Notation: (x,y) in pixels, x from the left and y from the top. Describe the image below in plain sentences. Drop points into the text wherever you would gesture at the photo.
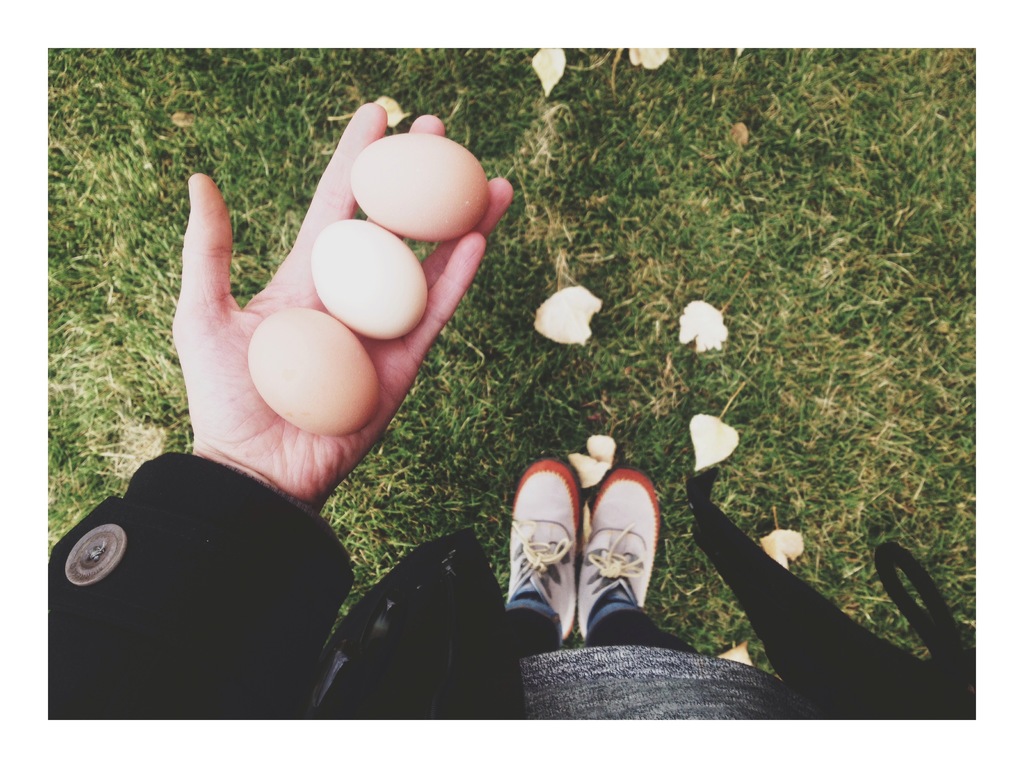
In this image, we can see a person (724,577) wearing clothes (570,662). There are eggs (321,271) on the person hand (436,267). On the ground (261,131), we can see some grass (871,174) and leaves (574,310).
